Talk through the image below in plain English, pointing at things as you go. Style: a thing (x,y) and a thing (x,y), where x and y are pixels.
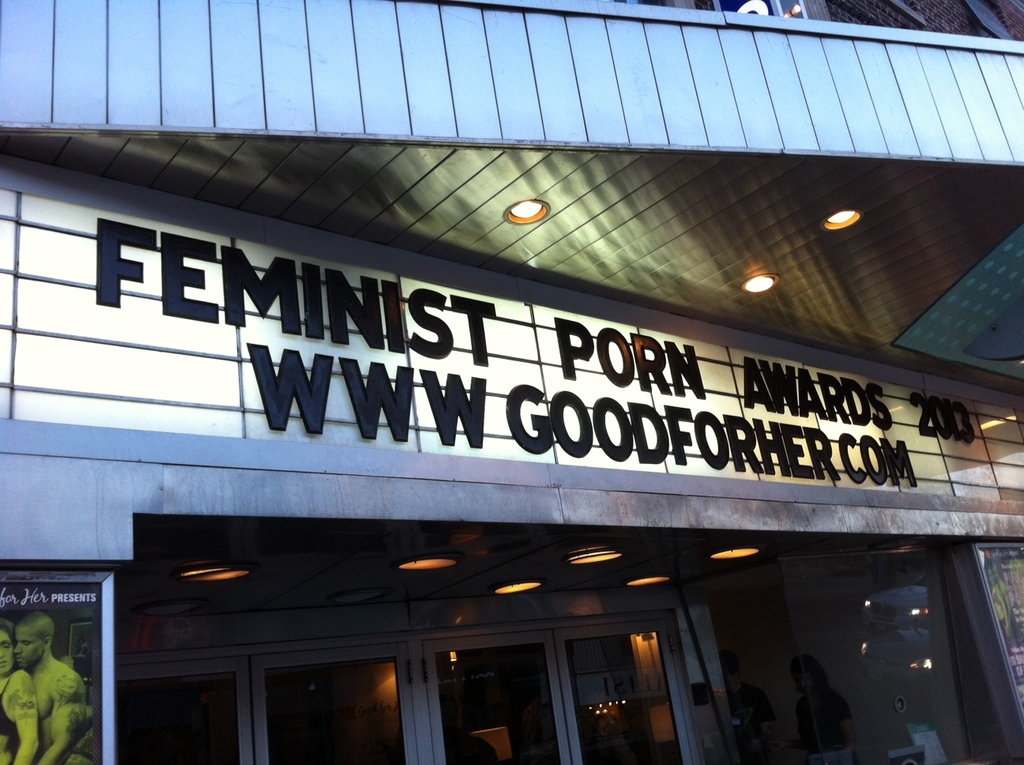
This picture shows a building (362,457) and we see some text (296,295) on it and we see lights (530,216) on the roof (866,262) and we see couple posters (58,630) on the wall (1021,531) and we see couple of them standing.
